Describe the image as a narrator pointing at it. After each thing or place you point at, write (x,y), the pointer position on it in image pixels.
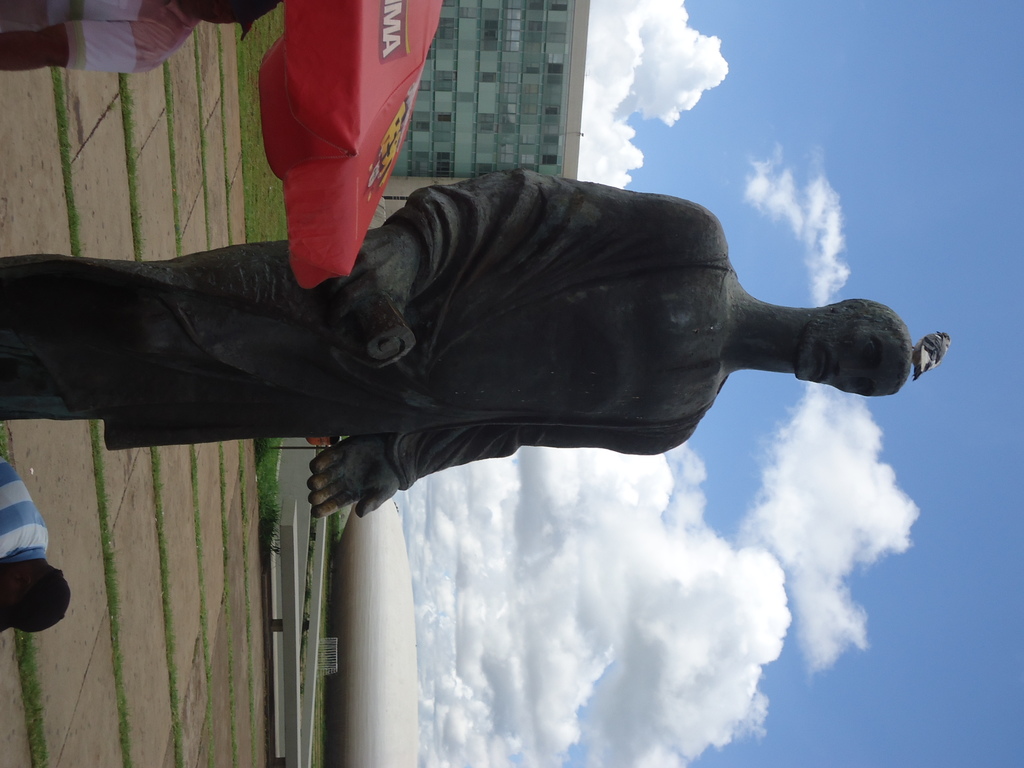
In this picture I can see the statue (467,293). I can see green grass (270,528). I can see the buildings (532,159). I can see clouds (780,202) in the sky (777,216).
